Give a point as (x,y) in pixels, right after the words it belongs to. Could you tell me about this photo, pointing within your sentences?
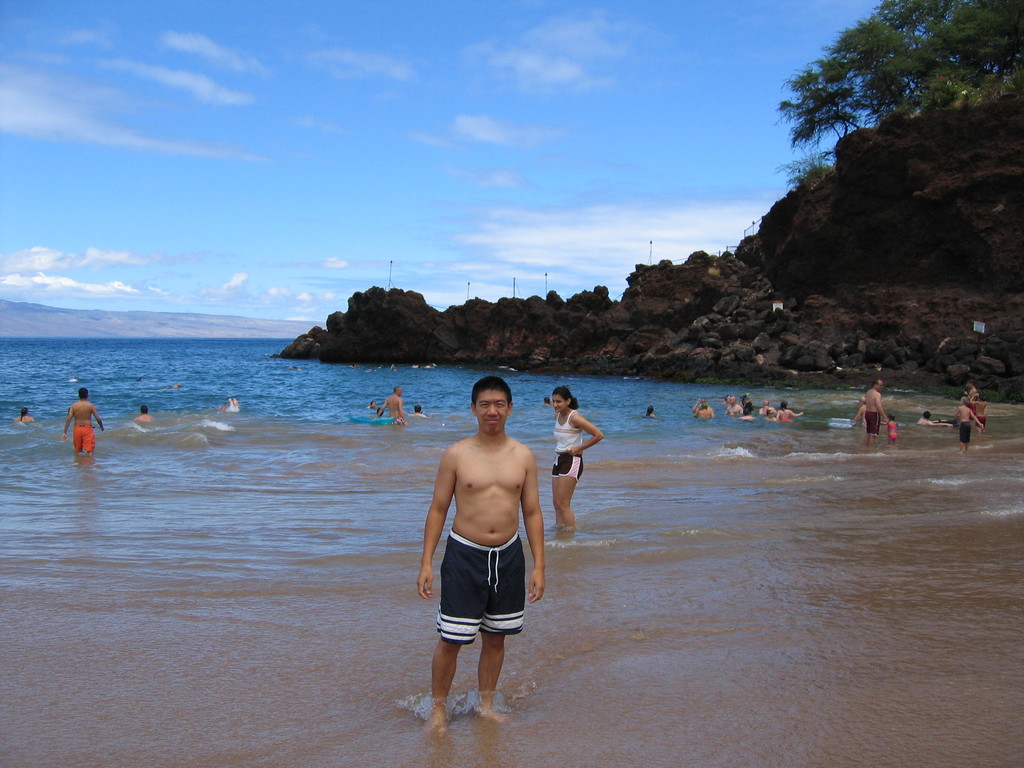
People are swimming in the beach (603,540) and in the front (464,537) a person (450,600) is standing and posing for the photo, behind the beach (358,390) in the right side (886,173) there is a small hill (643,289) with a lot of rocks (861,233) and sand (858,136) and above that there are some trees (882,66).
